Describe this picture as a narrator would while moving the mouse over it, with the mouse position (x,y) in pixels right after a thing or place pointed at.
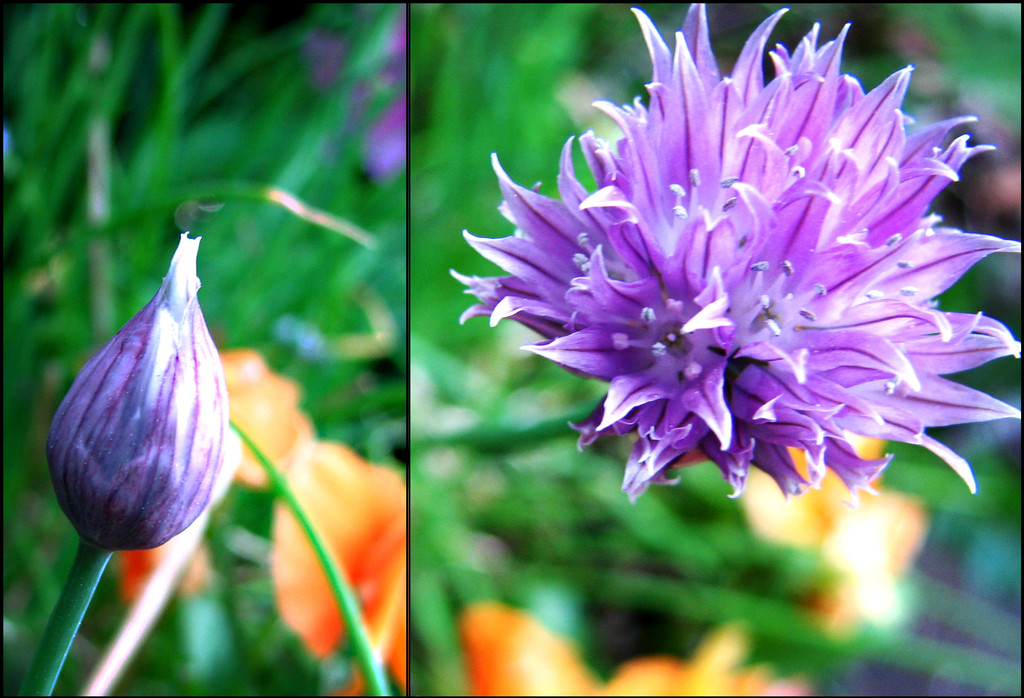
This picture consists of a flower (753,194) visible on the right side (982,158), on the left side (158,542) I can see a bud (158,542) and stem (92,563) and grass (238,489) and red color flowers (270,417).
